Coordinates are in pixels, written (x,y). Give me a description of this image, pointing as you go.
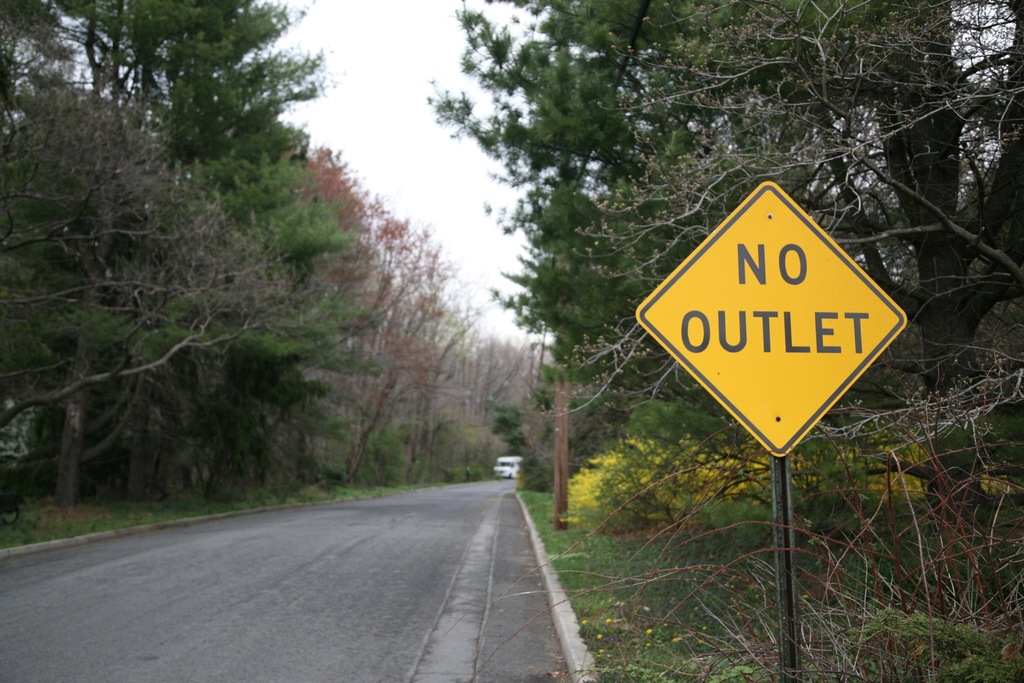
In the picture we can see a road (356,573) and far away on the road (451,557) we can see a vehicle (495,467) which is white in color and besides the road (514,502) we can see full of grass (544,518), plants (738,470), and trees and near to the plants (730,487) we can see a yellow color board (641,313) on the pole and written on it as no outlet and top of the trees (464,355) we can see a sky (394,191).
